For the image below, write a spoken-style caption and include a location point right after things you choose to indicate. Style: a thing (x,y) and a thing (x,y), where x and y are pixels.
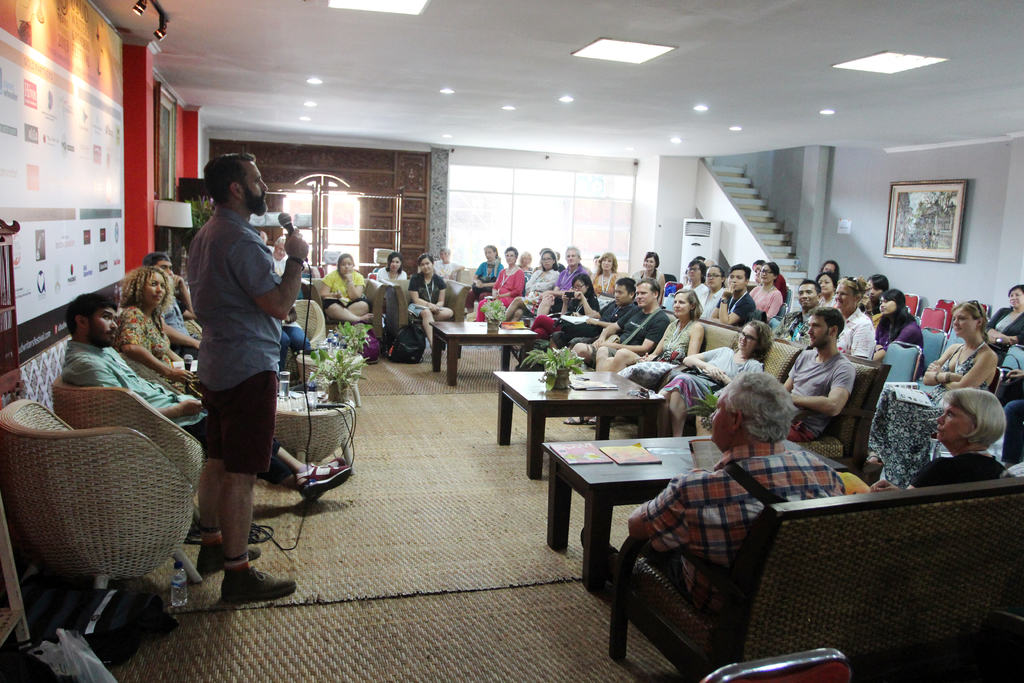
In this image in the front (244,334) there is a person (241,363) standing and holding a mic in his hand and in the background (158,333) there are persons (340,313) sitting. On the right side (914,236) there is a frame (928,236) on the wall (876,243) and there is an object (702,245) which is white in colour, there is a staircase (760,220) and there are persons (826,292) sitting and there are empty chairs (932,338) and in the center (481,325) there are tables (625,480). On the tables (533,371) there are plants (494,319), books (591,455). On the left side (48,185) there is a board (64,185) with some text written on it and on the top (836,110) there are lights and in the background (558,208) there are windows (471,206).
